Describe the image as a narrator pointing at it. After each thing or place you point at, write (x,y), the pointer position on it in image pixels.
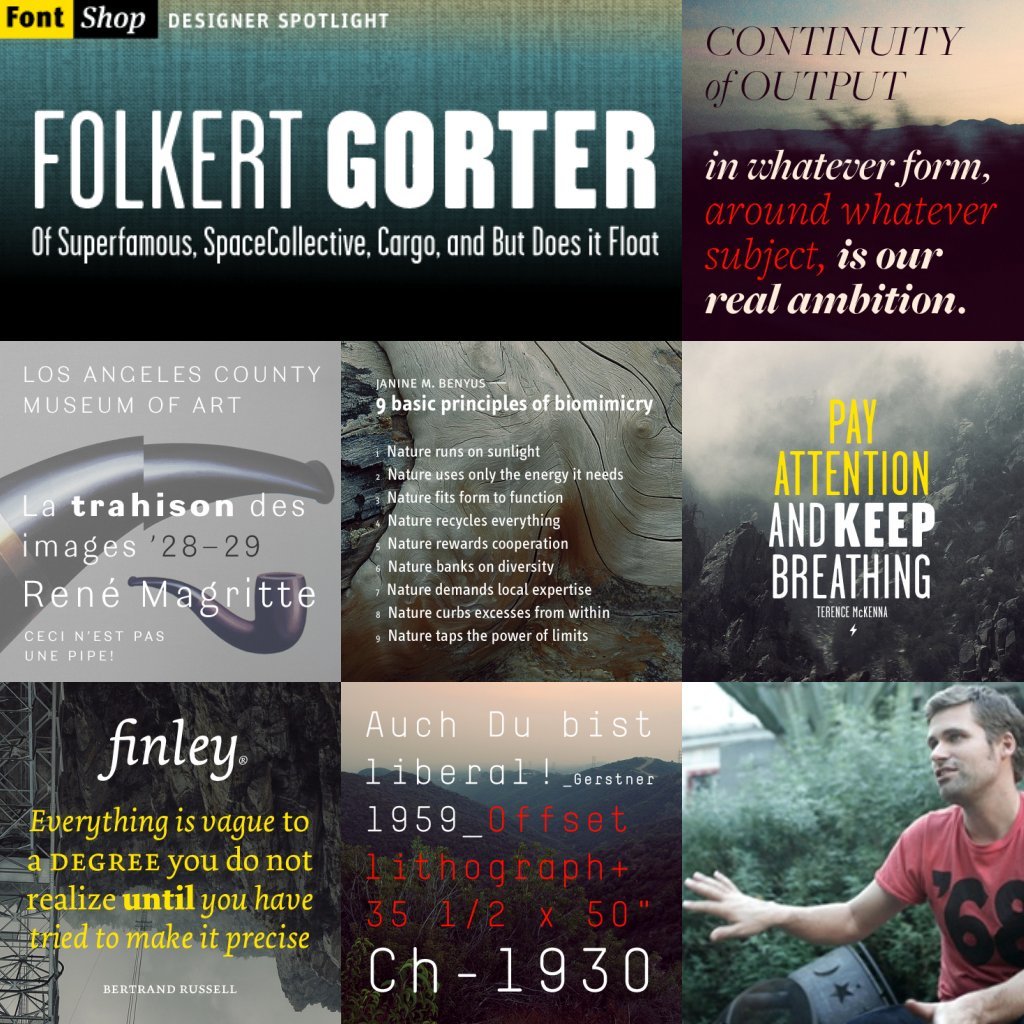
This image is a collage picture. In this image we can see pictures (922,1014) of persons (957,1011) and text (498,527).
